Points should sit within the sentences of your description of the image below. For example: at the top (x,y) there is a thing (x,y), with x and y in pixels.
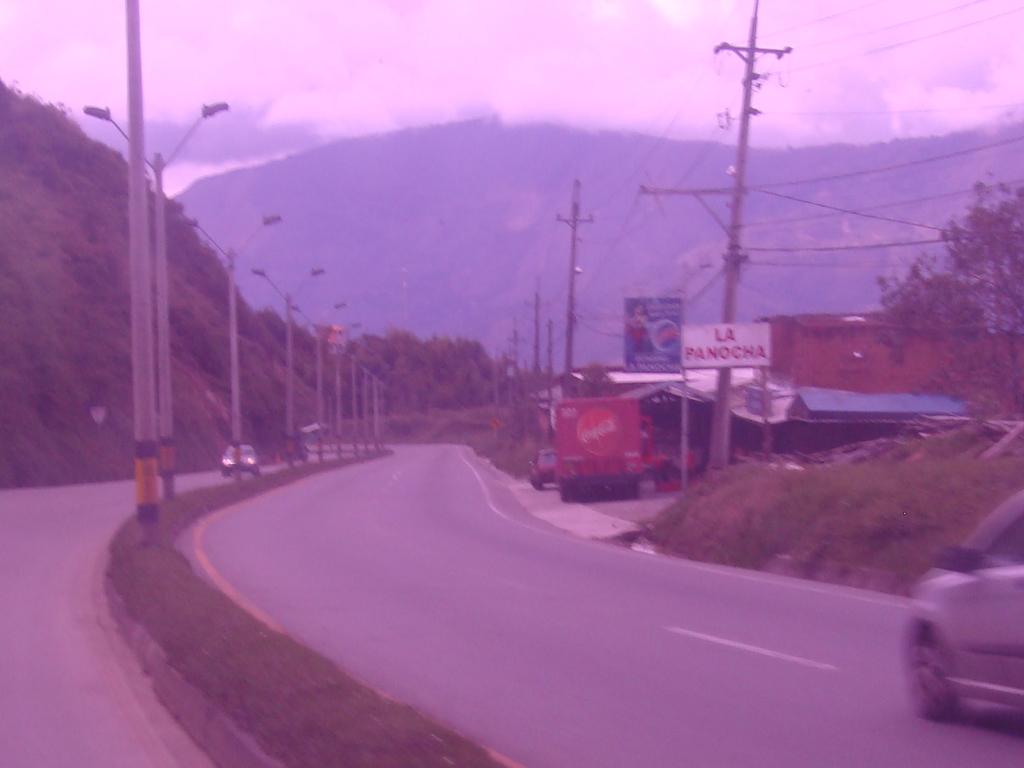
In this picture we can see vehicles (550,478) on roads (250,569), light poles (163,430), posters (764,353), shed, trees (436,353), plants (120,406), mountains (546,341) and some objects (816,457) and in the background (331,76) we can see the sky (580,45) with clouds (825,116).
